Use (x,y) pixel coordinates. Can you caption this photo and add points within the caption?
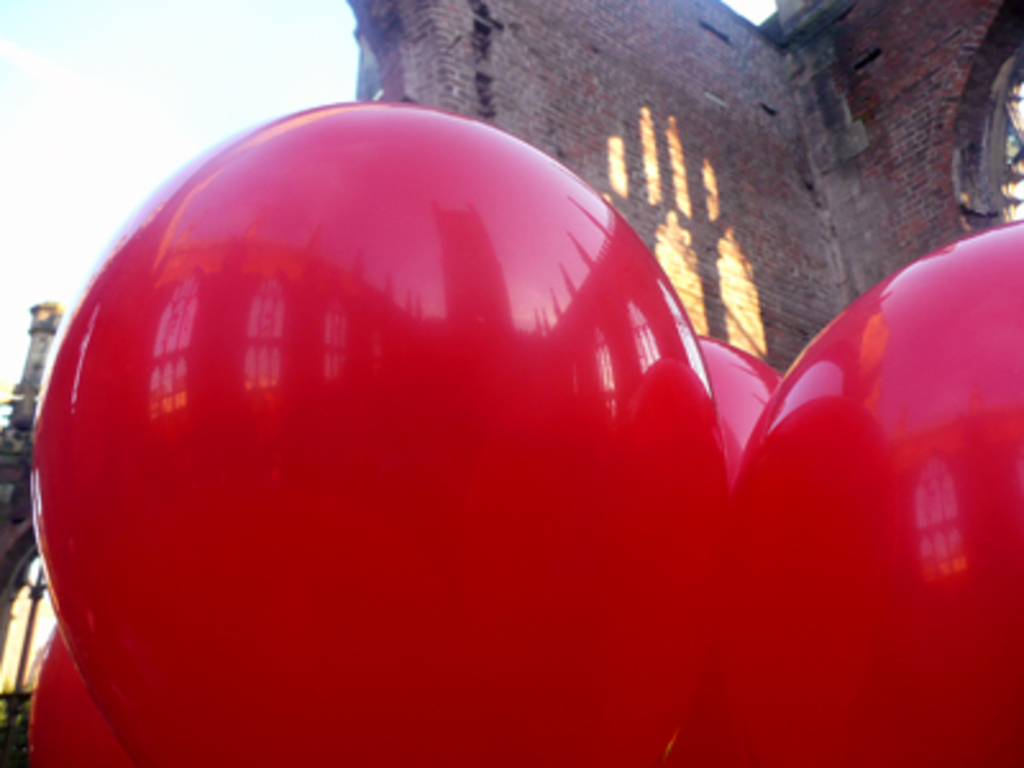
In this image I can see few balloons (480,446) which are red in color. In the background (708,224) I can see a building (682,178) which is made up of bricks (691,140) and the sky (146,112).
